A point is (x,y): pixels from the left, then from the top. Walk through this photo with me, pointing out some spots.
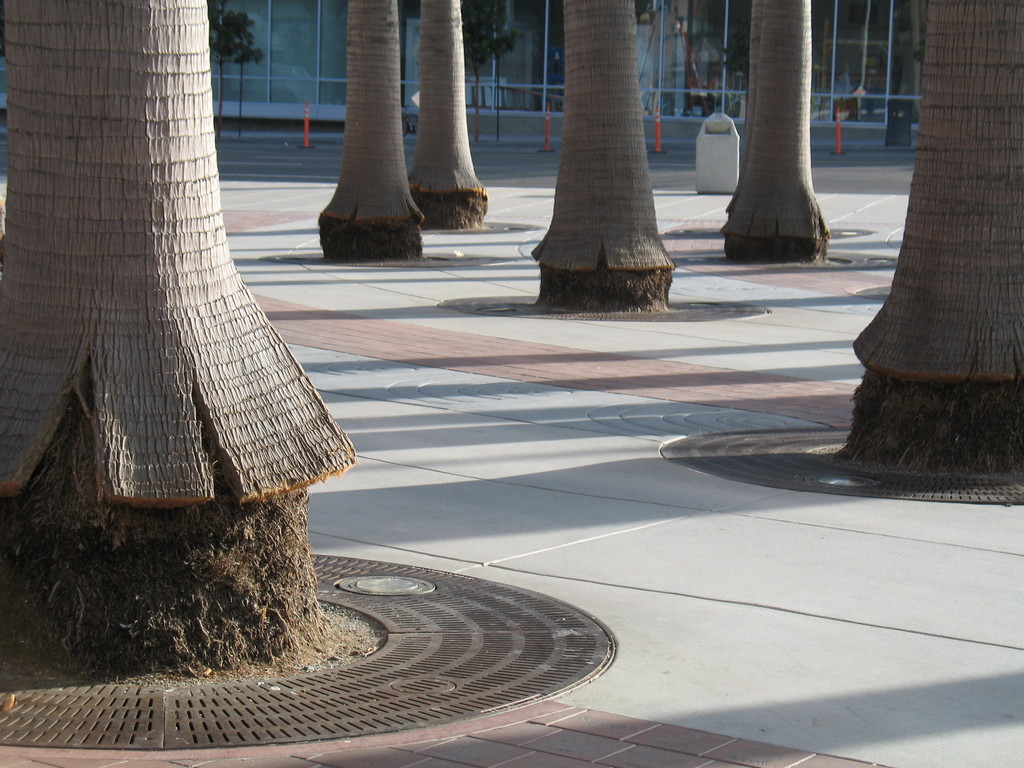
In this image there are tree trunks (275,438) on the ground (409,463). Behind the tree trunks (625,128) there are barriers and a dustbin (708,156) on the ground (692,154). In the background (716,72) there are trees (507,27) and a building (708,54). There are glass walls (833,43) to the building (300,28).
